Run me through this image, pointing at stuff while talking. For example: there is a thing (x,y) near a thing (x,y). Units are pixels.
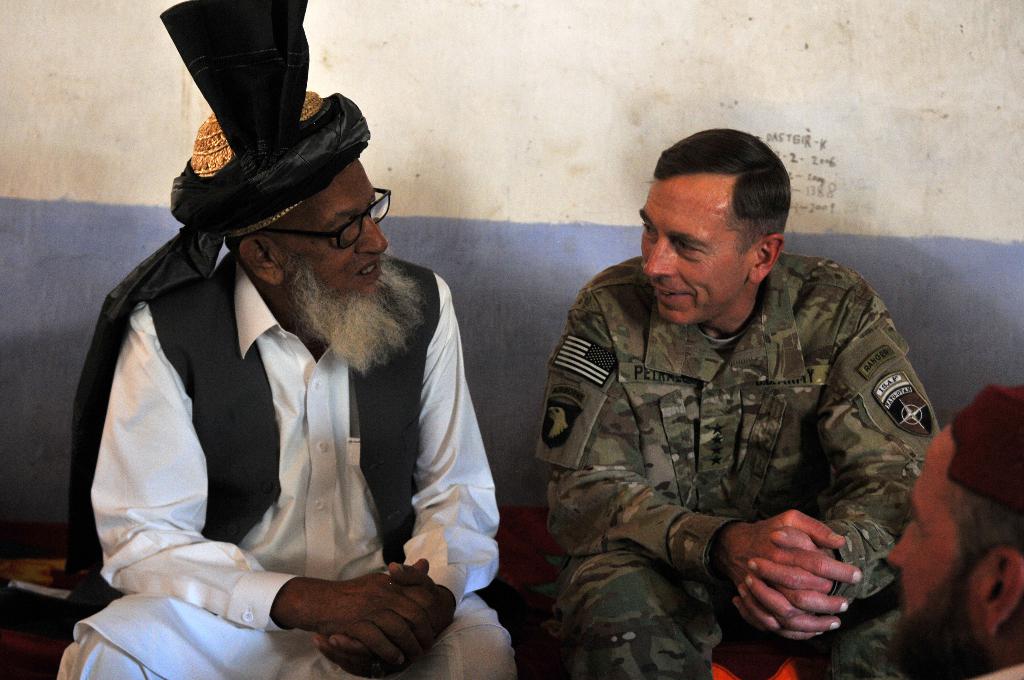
In this image we can see three people (429,359), among them, one person (343,454) is wearing the spectacles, in the background (907,157) we can see the wall (810,236).
